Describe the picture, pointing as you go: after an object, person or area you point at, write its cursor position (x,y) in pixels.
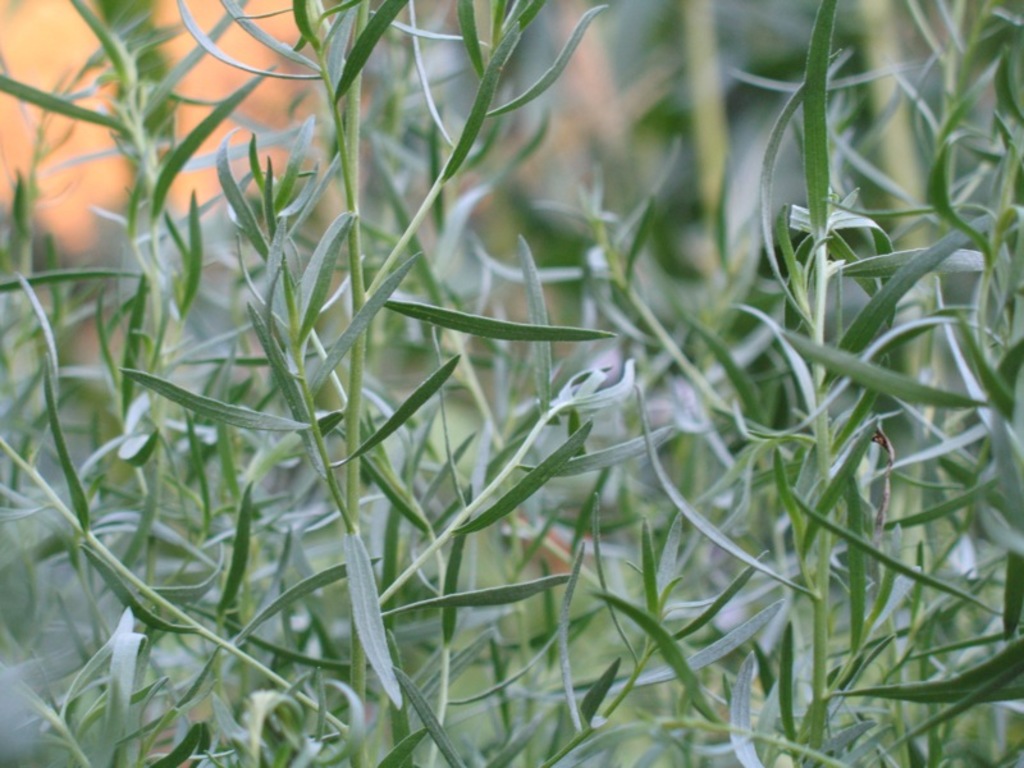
In this image we can see some plants (444,417), and the background (551,43) is blurred.
